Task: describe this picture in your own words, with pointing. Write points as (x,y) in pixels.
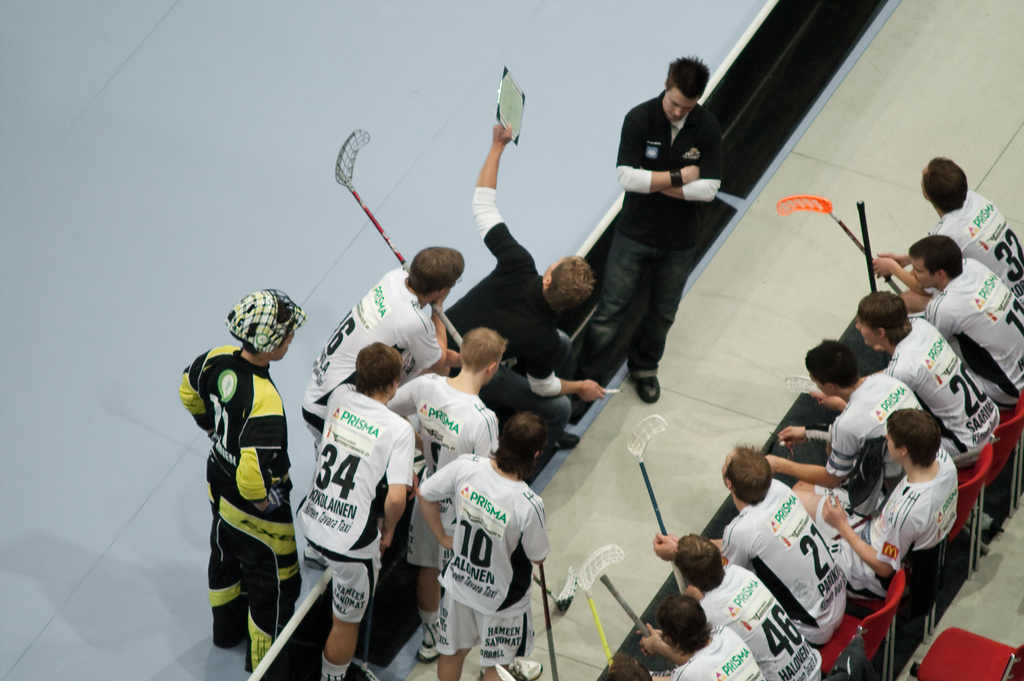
In the image we can see there are people (620,676) sitting on the chair (924,674) and others (415,486) are standing. They are holding sticks (863,228) in their hand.
